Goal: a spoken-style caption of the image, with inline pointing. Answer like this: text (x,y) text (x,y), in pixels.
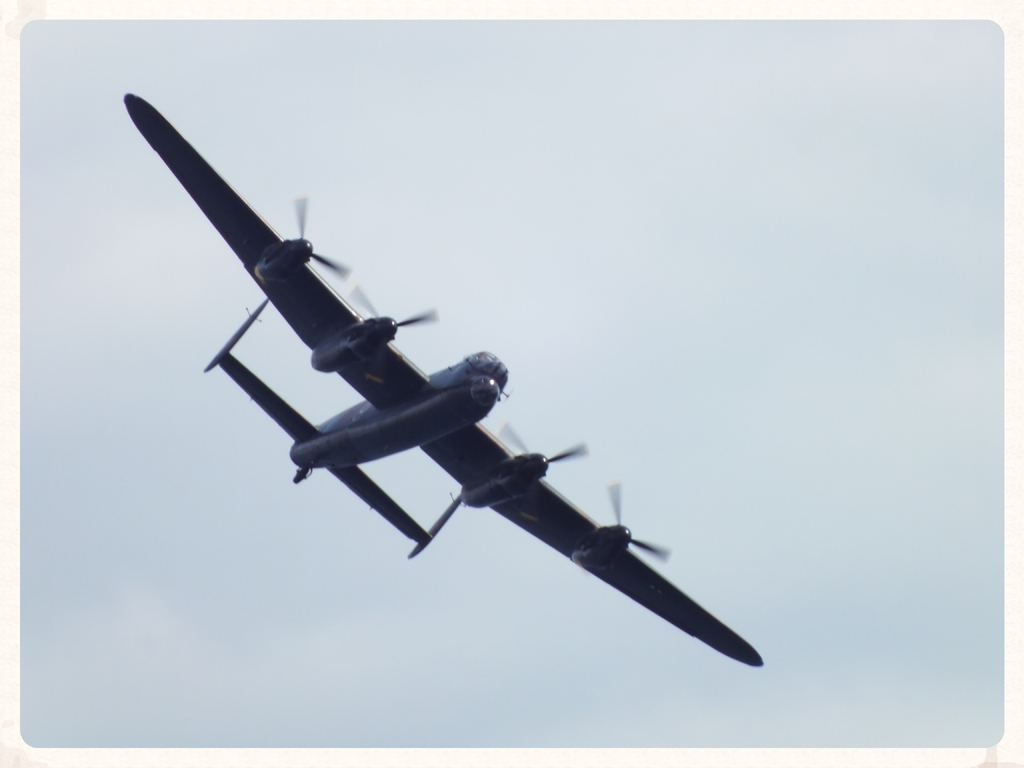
In this picture there is an aircraft (150,118) flying. At the top (761,202) there is sky (830,161). This picture is an edited picture.
